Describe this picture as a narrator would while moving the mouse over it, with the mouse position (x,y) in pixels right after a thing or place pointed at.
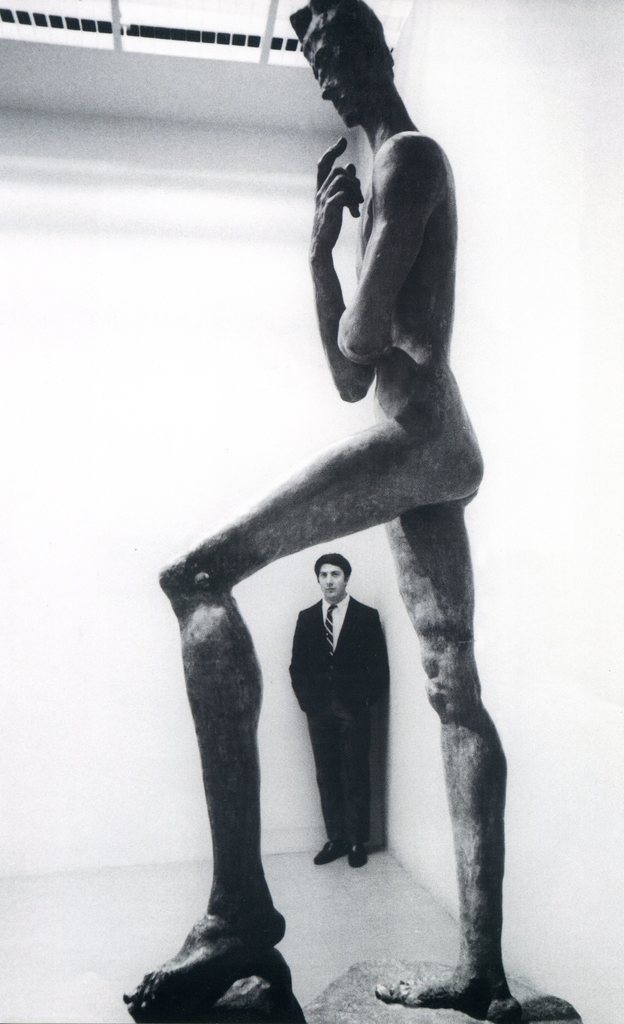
In the center of the image (280,538) there is a sculpture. In the background (356,850) we can see a man (339,773) standing. He is wearing a suit (346,687) and there is a wall (194,459).
